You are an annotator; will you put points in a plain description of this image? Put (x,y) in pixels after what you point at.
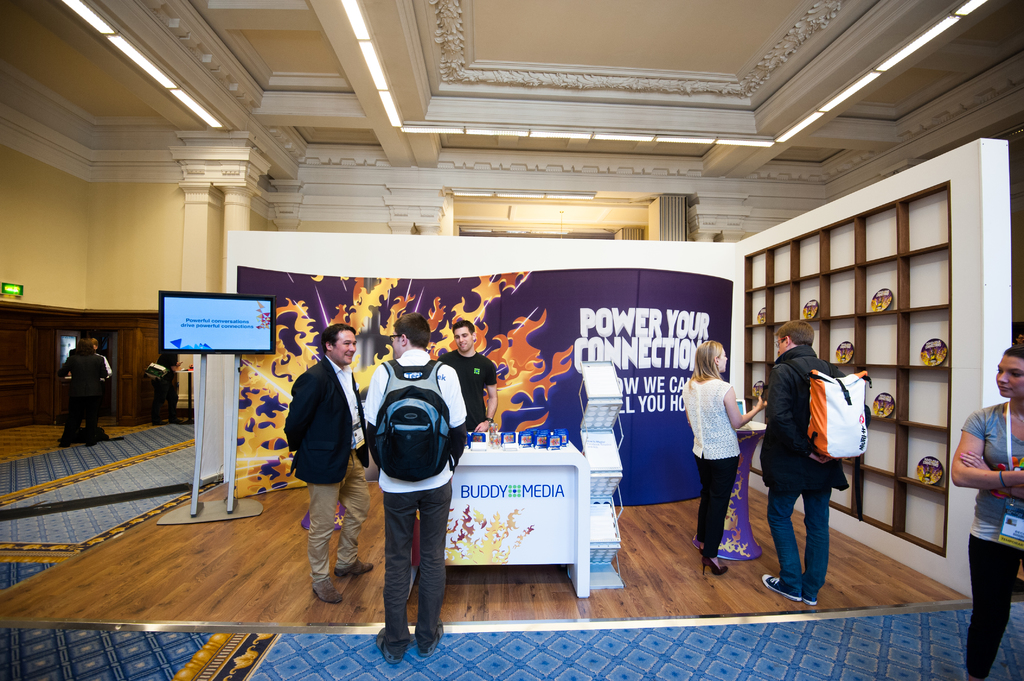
In this picture there are group of people (1004,511) standing and here are objects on the table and in the cupboard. There is a screen (269,331) and there is text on the screen (253,336) and on the hoarding (551,345). At the top (574,191) there are lights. At the bottom (245,574) there is a floor (305,579) and there is a mat (1,574). On the left side of the image (63,362) it looks like a door (76,356).
